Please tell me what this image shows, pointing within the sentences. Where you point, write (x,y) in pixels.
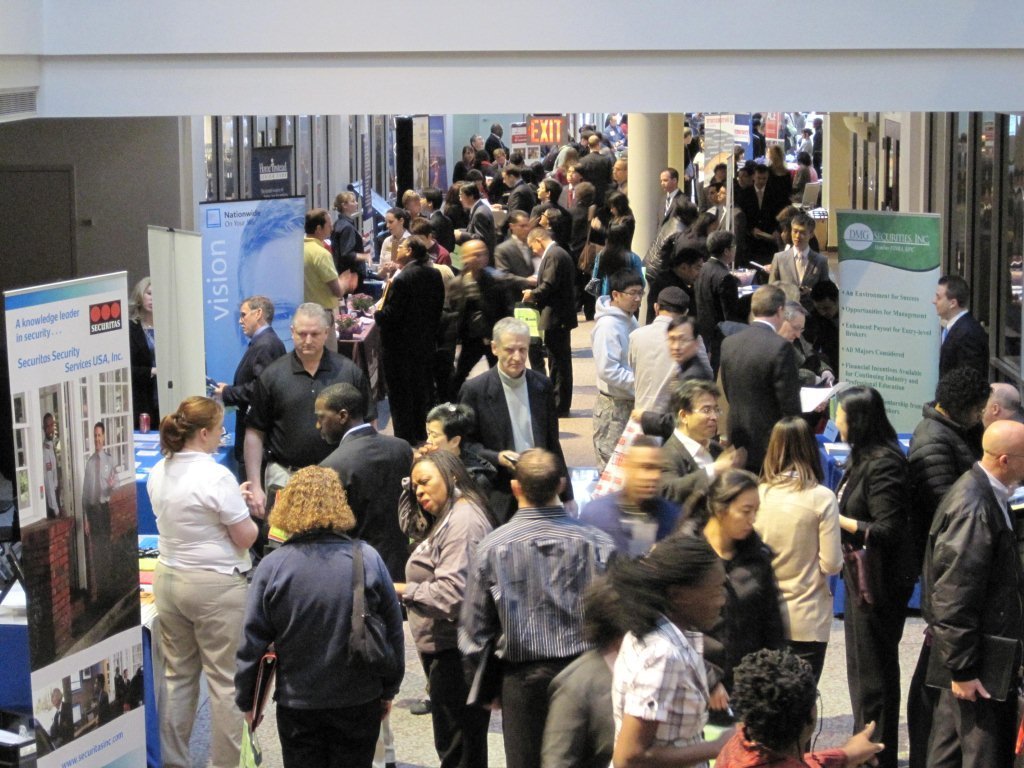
In this image I can see the ground (488,736), number of persons (488,564) standing on the ground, few banners (186,338), few pillars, a exit board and few tables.
